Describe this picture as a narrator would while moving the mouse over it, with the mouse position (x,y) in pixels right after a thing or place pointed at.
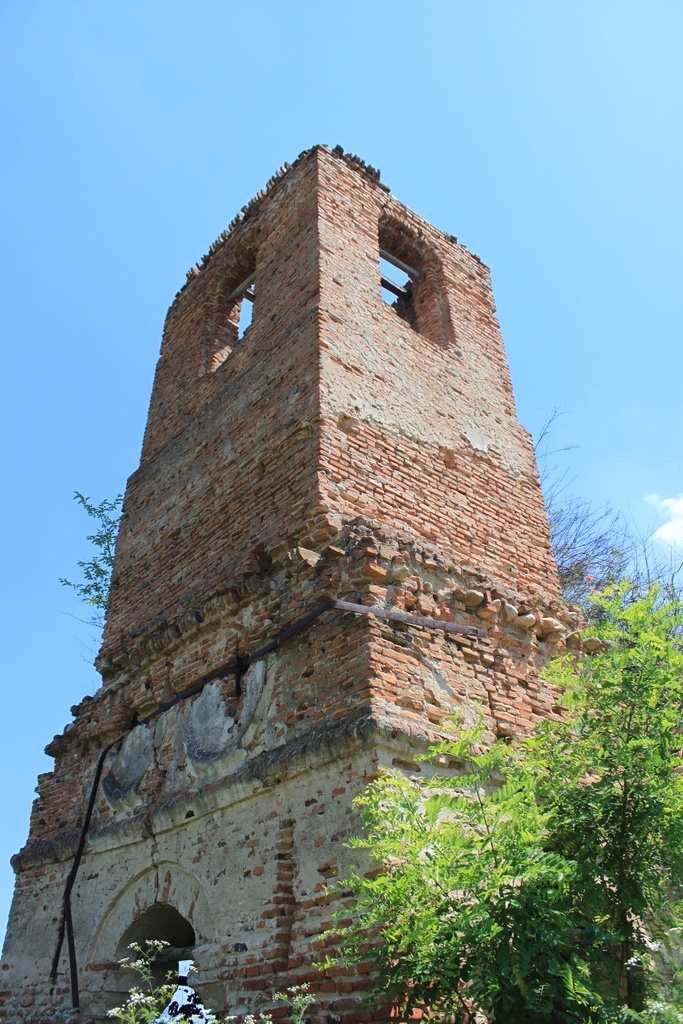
In the picture I can see a building (286,738) and trees (503,886). In the background (350,116) and I can see the sky (590,301).
